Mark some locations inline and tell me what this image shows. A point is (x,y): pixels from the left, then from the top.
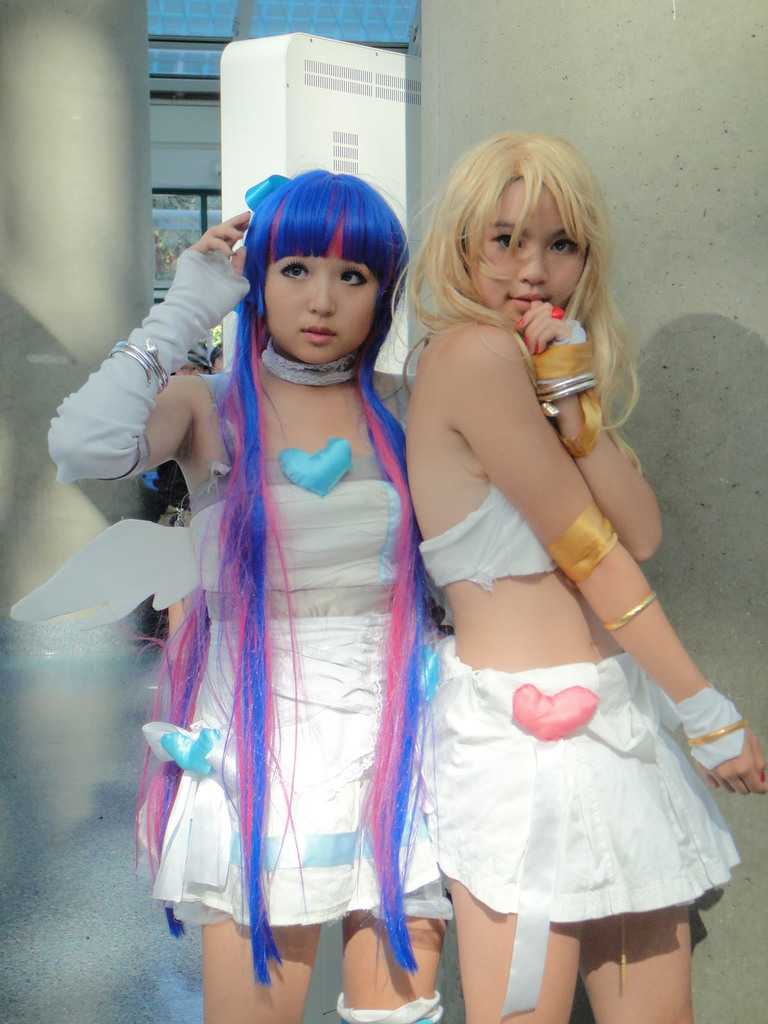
In this picture there are two girl (479,784) wearing white color dress (479,784), standing and giving a pose. Behind there is a grey color wall (562,82).
